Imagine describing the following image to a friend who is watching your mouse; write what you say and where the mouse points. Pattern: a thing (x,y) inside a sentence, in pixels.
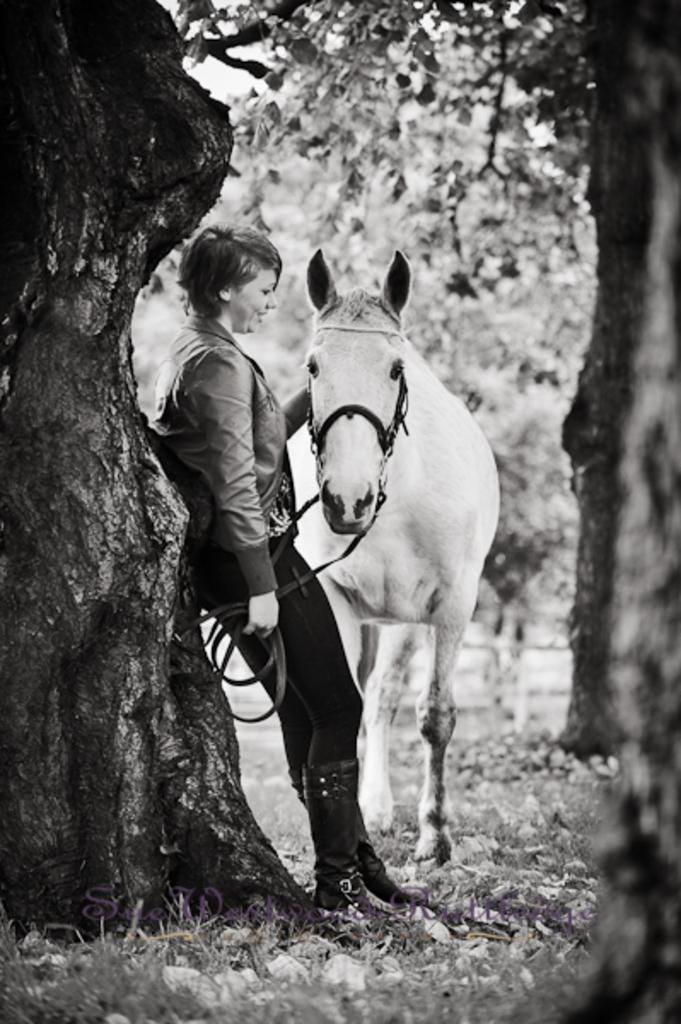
This is a white and black picture where we a lady (255,485) holding a horse (330,479) and we can see some grass (528,981) and plants (56,653) around her.
